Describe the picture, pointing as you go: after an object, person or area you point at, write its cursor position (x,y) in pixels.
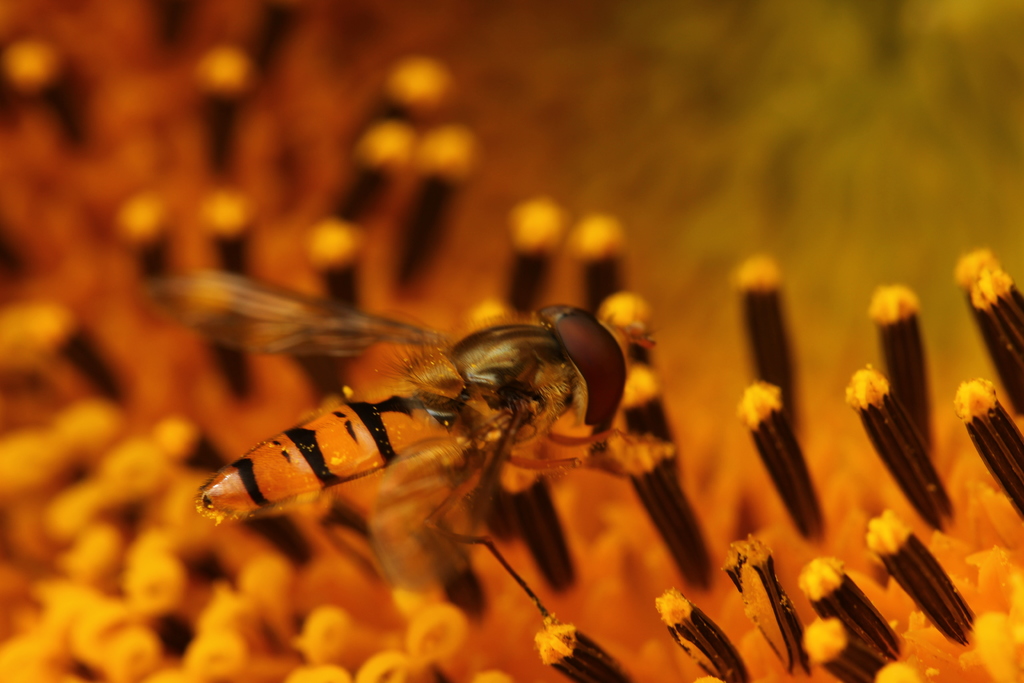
In this image I see a hoverfly (496,334) and I see the brown and yellow color things (912,484) and I see that it is blurred in the background (289,87).
